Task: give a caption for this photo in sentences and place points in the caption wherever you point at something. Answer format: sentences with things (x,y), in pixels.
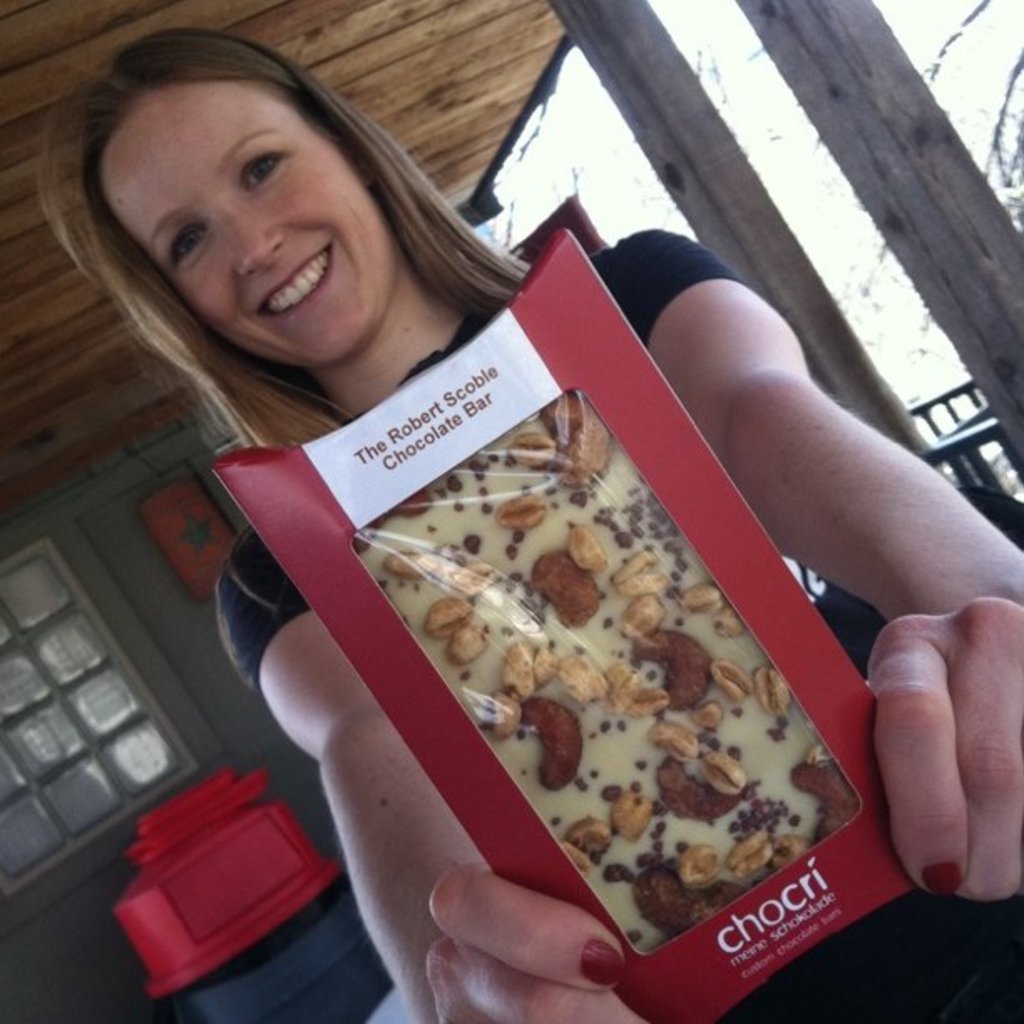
In this image we can see a woman (782,395) smiling and holding a packet (597,378), there are pillars (760,291), grille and a window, also we can see some objects (224,843), at the top (450,74) we can see some wooden poles (456,101) and also we can see the sky (963,381).
